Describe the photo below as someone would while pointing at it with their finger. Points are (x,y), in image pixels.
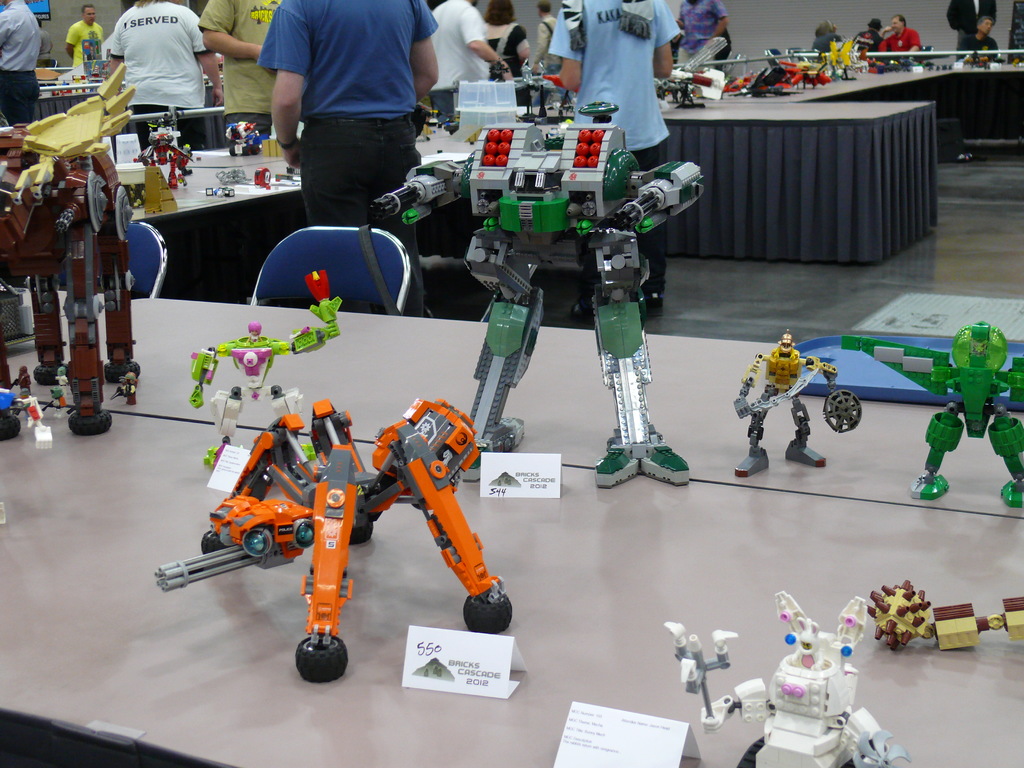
In this picture we can observe some toys (797,668) placed on the table (340,388). They were in orange, green and yellow colors. We can observe name boards (496,484) on this table (165,479). There are two chairs (358,273) in front of this table (383,342). In the background (247,104) there are some people (285,85) standing.
